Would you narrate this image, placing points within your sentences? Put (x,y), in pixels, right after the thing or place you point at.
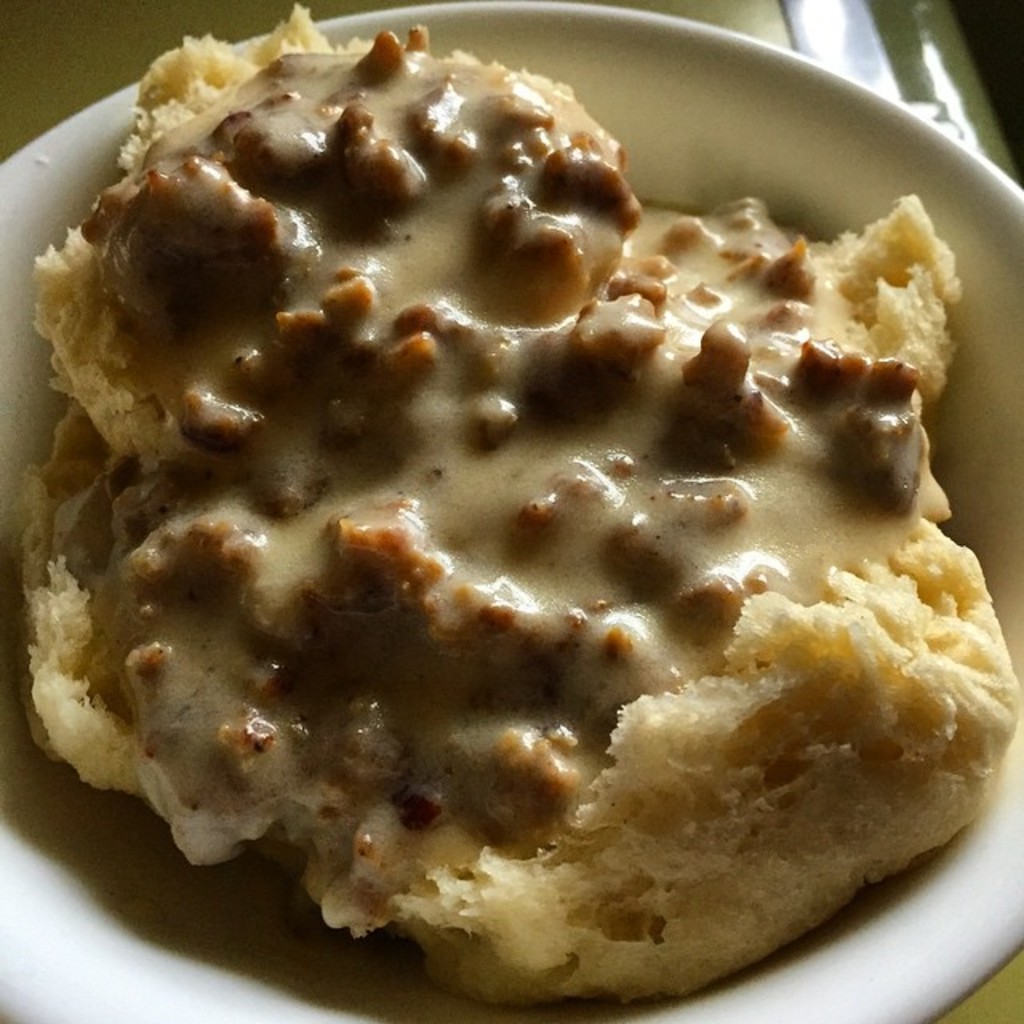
In the center of this picture (516,398) we can see a white color plate (10,254) containing food item (585,383). In the background (871,48) there are some objects (845,57).
